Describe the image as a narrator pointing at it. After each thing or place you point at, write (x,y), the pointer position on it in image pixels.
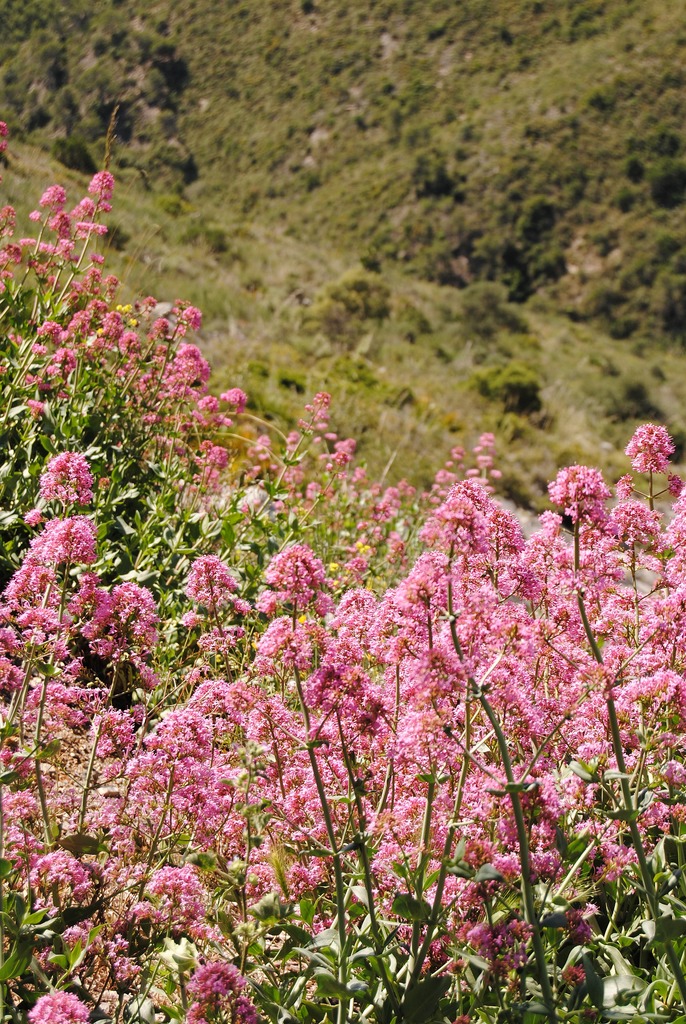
In this image there are pink color flowers (329,608) at the bottom (333,739). In the background (359,281) there are small plants (377,222).
